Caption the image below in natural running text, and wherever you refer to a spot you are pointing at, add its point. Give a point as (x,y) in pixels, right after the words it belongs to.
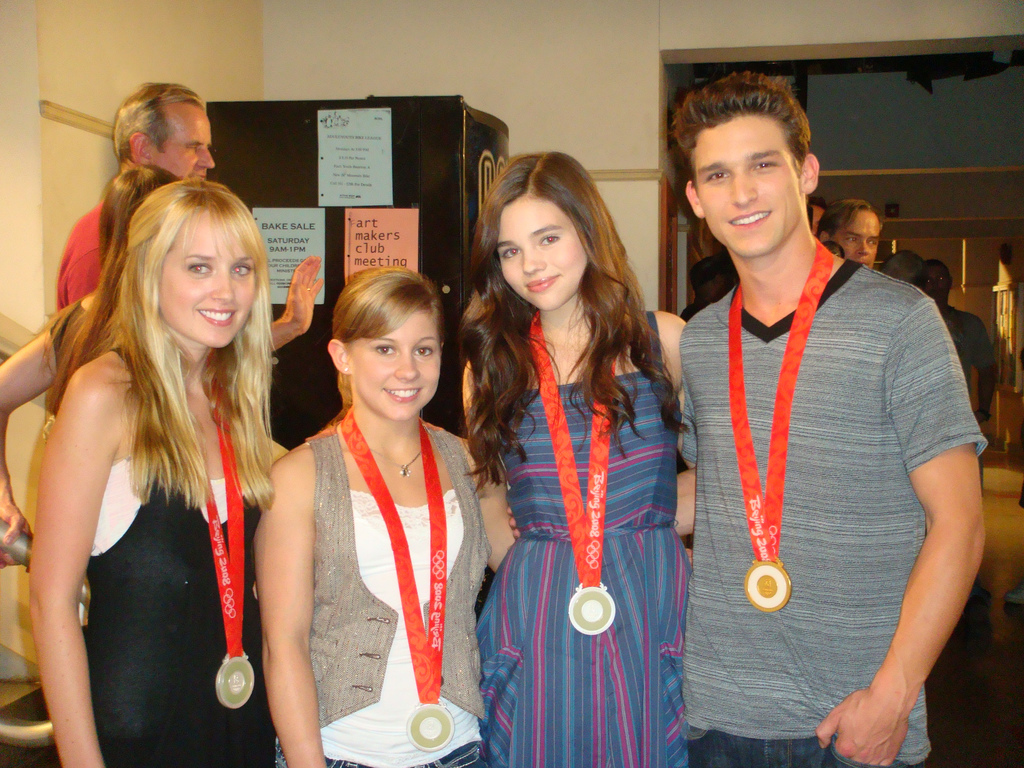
This image is taken indoors. In the background (62,161) there is a wall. There is a refrigerator (297,176) and there are three posters (318,223) on the refrigerator (330,233). In the middle of the image (425,359) three girls (417,468) and a boy (718,421) are standing and they are with smiling faces (565,292). In the background (86,226) there are a few people (83,264).
